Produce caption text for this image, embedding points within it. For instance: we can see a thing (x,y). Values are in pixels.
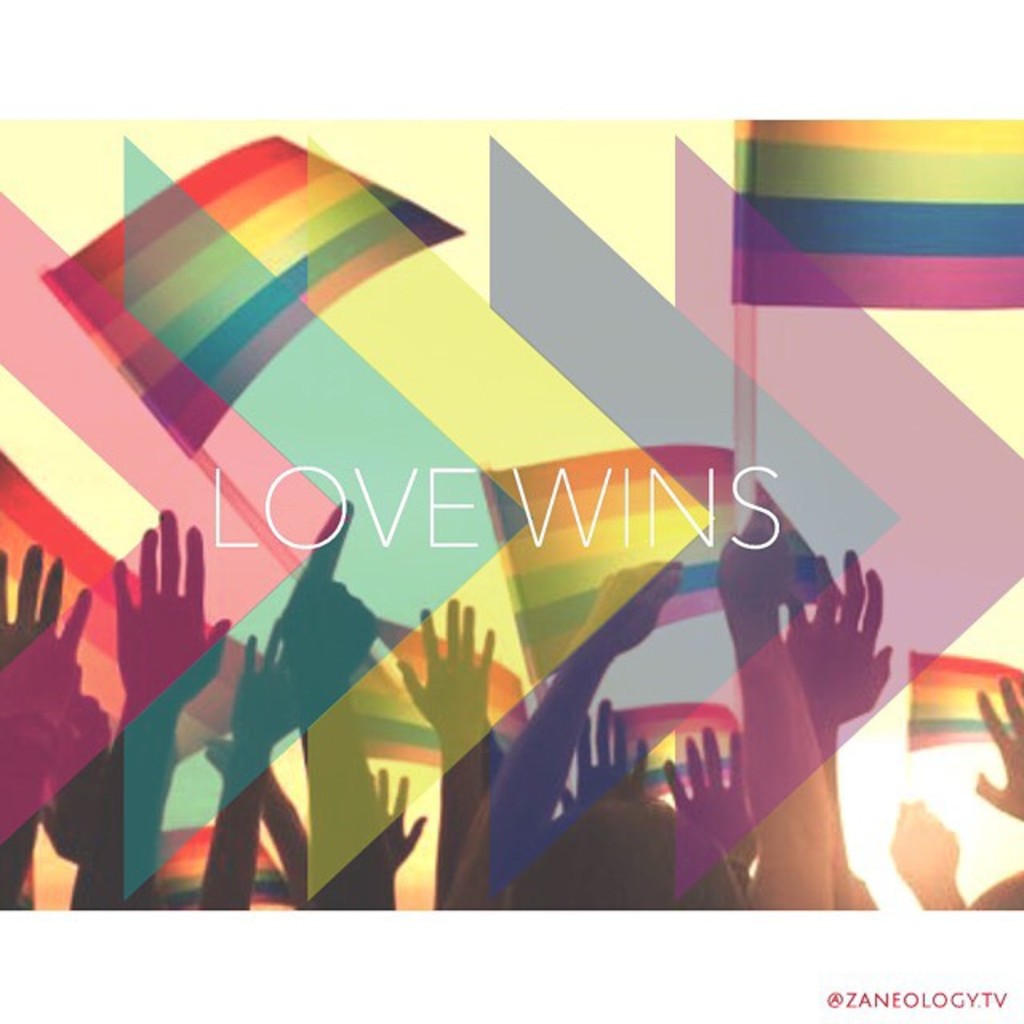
In this picture there is love wins written on it and there are few hands (602,637) and different colors in the background (526,409).
